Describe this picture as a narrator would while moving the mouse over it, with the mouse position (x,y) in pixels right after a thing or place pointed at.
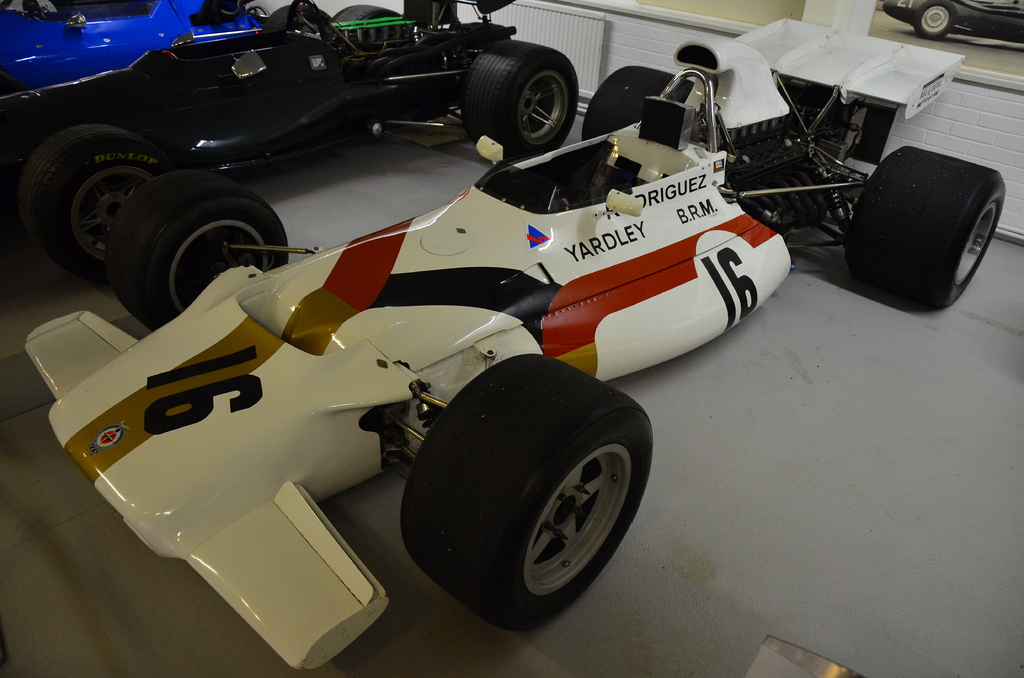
This picture shows few cars (414,25) and they are white, black and blue in color.
